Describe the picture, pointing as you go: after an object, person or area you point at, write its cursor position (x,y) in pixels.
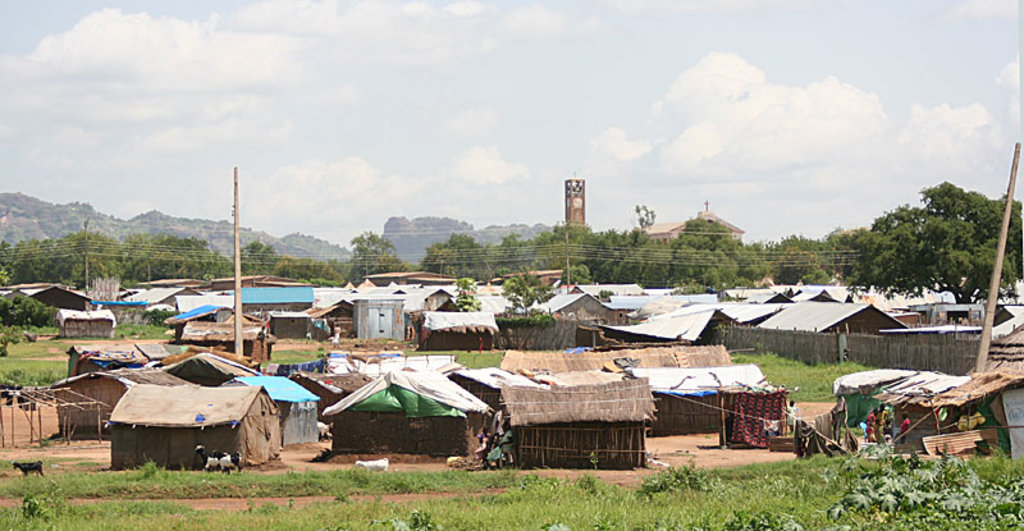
In this image I can see the ground (454,489), some grass (590,507) and few plants (878,499), few animals (361,464) which are white and black in color on the ground (283,467). I can see few huts (385,410), few poles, few persons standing and few trees (588,260). In the background (731,235) I can see few buildings (582,191), few trees (704,237), few mountains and the sky (369,212).
